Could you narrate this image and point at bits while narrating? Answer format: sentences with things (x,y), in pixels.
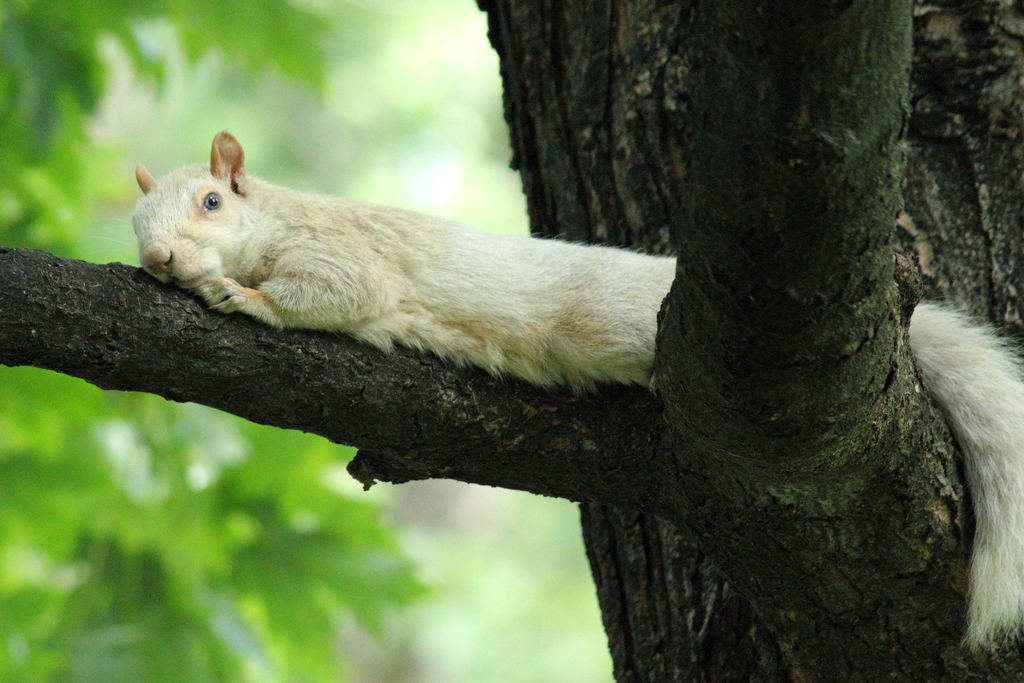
In this image we can see an animal (492,284) lying on the branch (617,393) of a tree (617,410).
